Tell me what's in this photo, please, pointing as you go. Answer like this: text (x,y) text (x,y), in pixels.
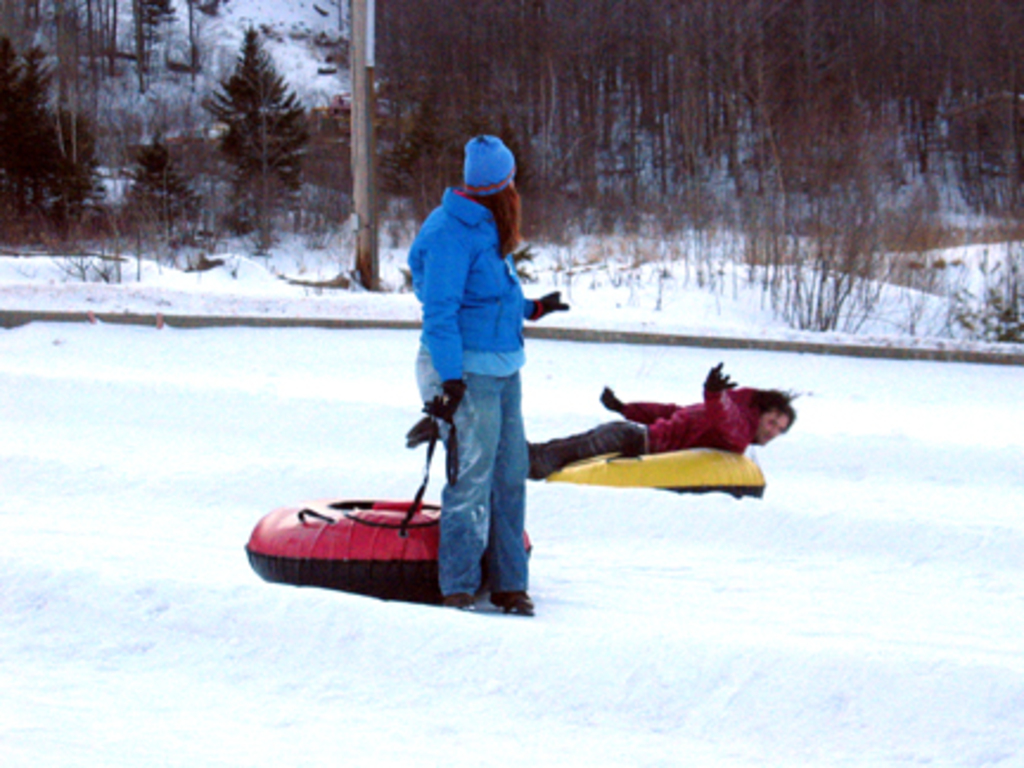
In this image, we can see people (449,241) wearing coats (512,306) and gloves (450,380) and one of them is holding a snow tube (390,518) and the other is lying on the tube (685,453). In the background (618,176), there are trees (506,96) and we can see a pole (359,147). At the bottom (364,617), there is snow (830,438).
